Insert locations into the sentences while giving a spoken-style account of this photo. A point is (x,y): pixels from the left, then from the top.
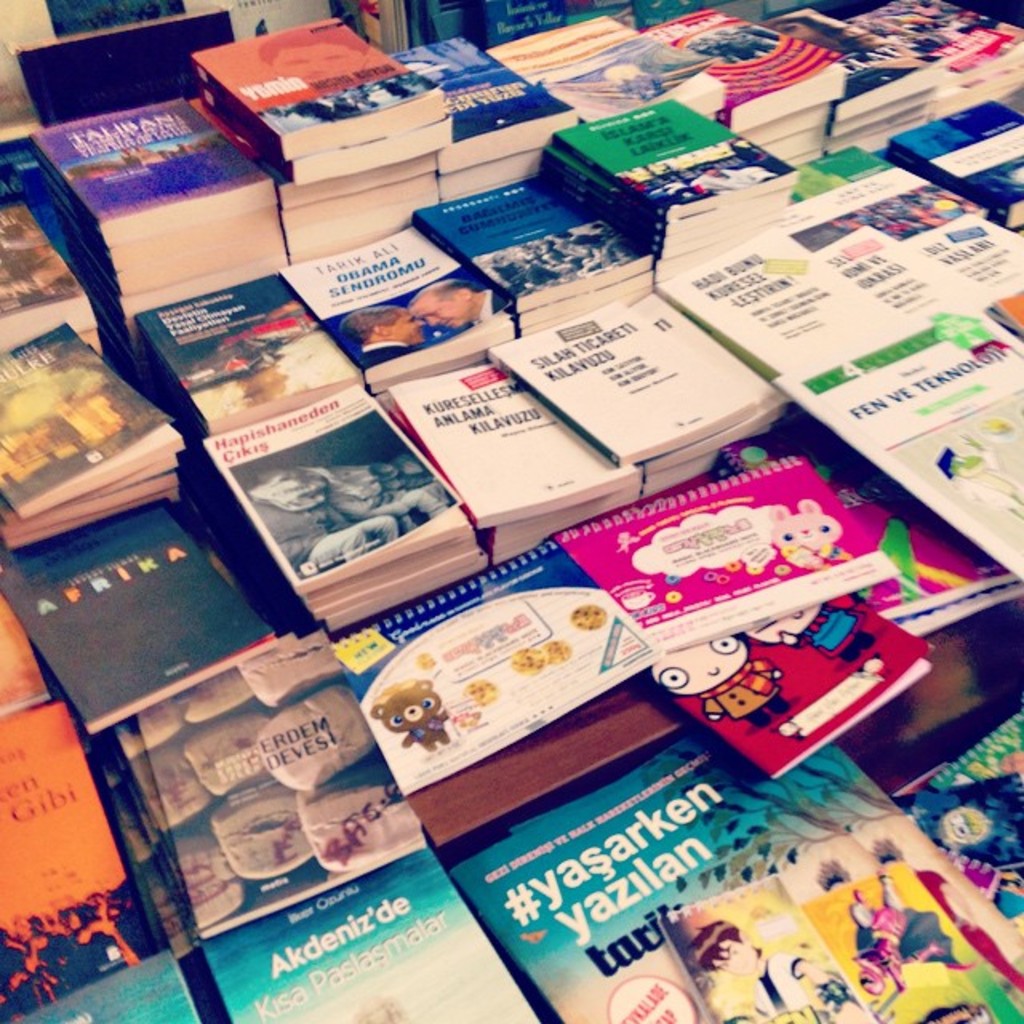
This image is taken indoors. In the middle of the image (508,626) there are many books (467,948) on the table (606,732). At the top of the image (130,76) there are more books (113,72).
